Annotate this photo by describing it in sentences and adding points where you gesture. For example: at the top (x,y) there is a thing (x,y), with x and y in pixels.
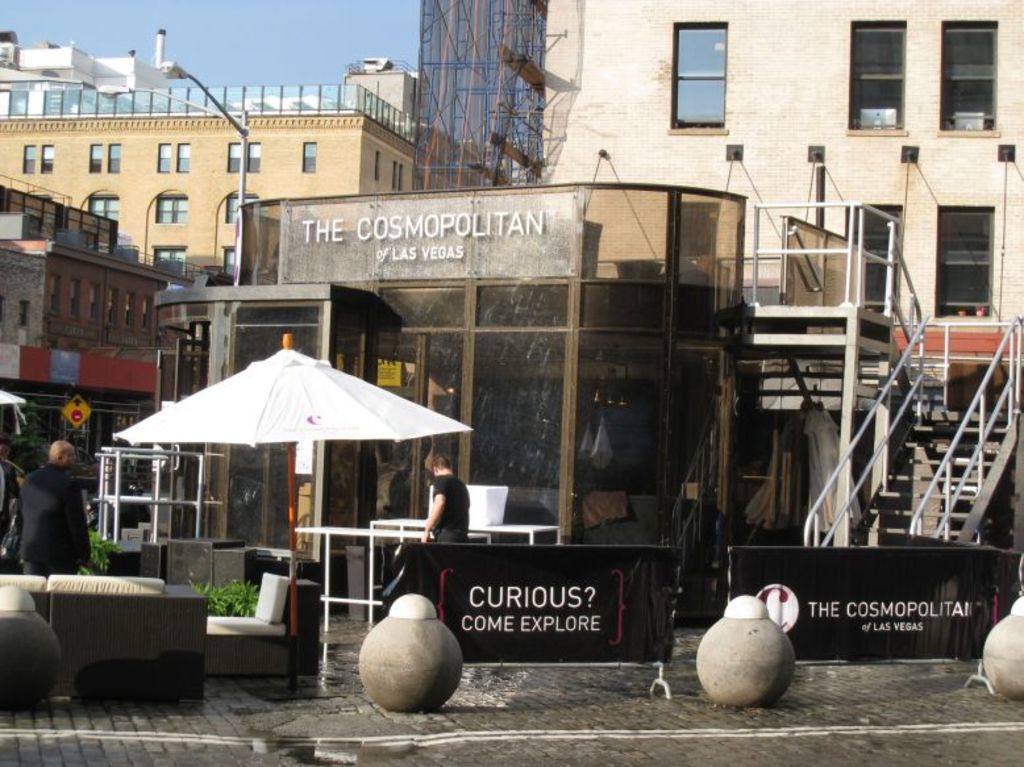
In this image in front (1015,673) there are spherical structures (449,638) with lights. Behind them there are banners (644,566). There are couches (264,605). There are people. On the right side of the image (897,455) there are stairs (954,460). There is a railing (874,405). In the background of the image (960,240) there are buildings (437,284) and sky (331,18).
